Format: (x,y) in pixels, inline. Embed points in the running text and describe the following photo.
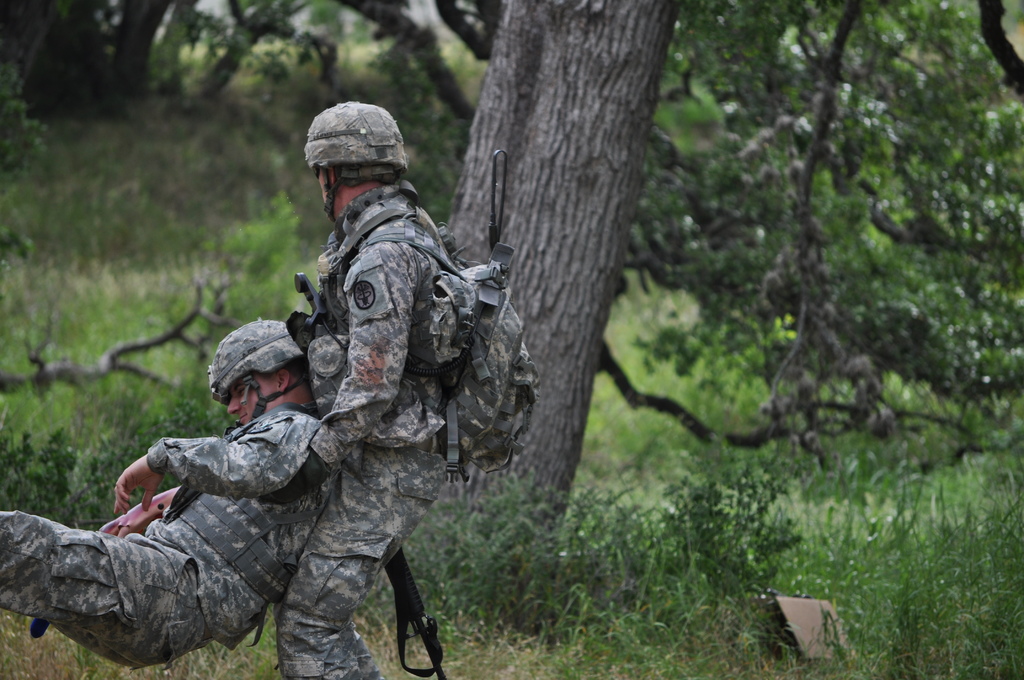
In front of the image there is an army personnel (351,363) dragging another army personnel (214,503), behind them there are plants (625,515) and trees (480,153).
